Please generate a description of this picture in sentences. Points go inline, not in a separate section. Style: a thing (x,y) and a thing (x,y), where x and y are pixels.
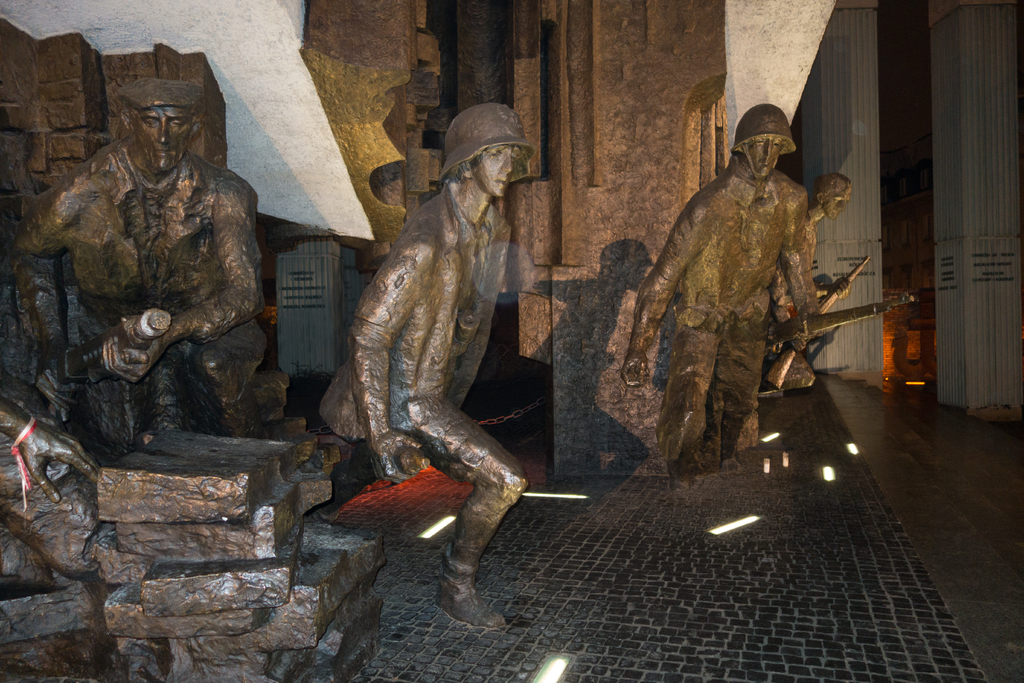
In this image there are few person statues (223,273) on the floor (812,544). Behind it there is a wall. Persons (758,375) are holding guns (824,305). They are wearing caps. Left bottom there are few rocks (110,576).
